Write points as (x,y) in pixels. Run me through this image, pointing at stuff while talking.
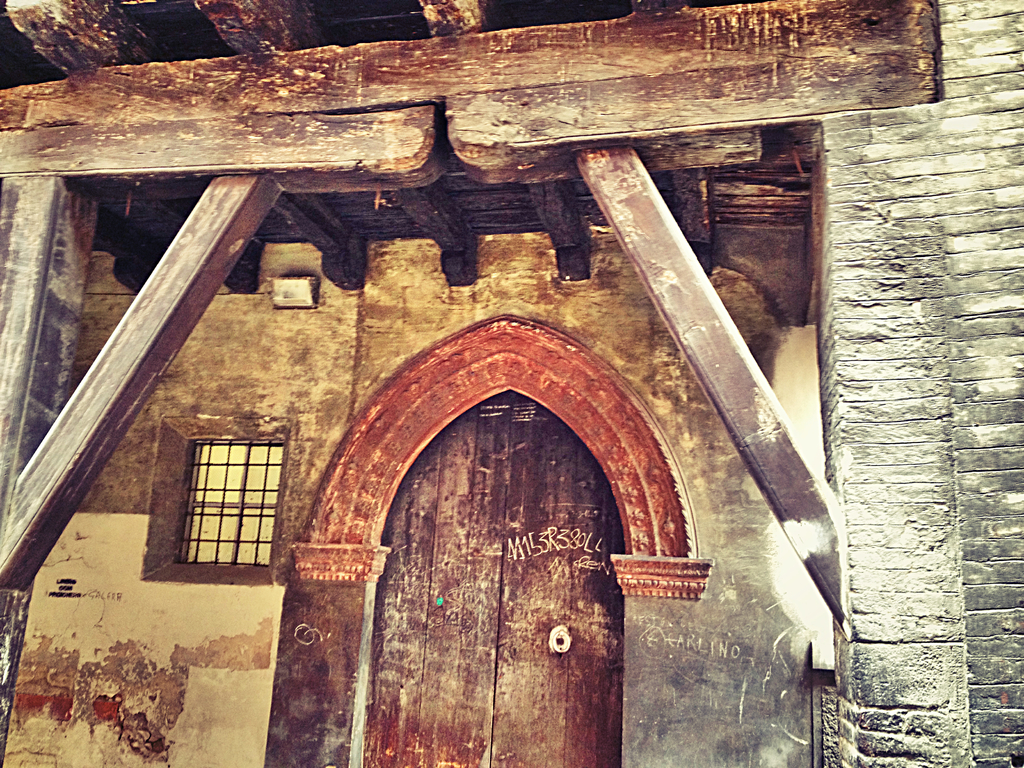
In this image we can see the wall (864,242), wooden roof (431,169), wooden poles (209,236), door (470,496) and a window (253,442).
